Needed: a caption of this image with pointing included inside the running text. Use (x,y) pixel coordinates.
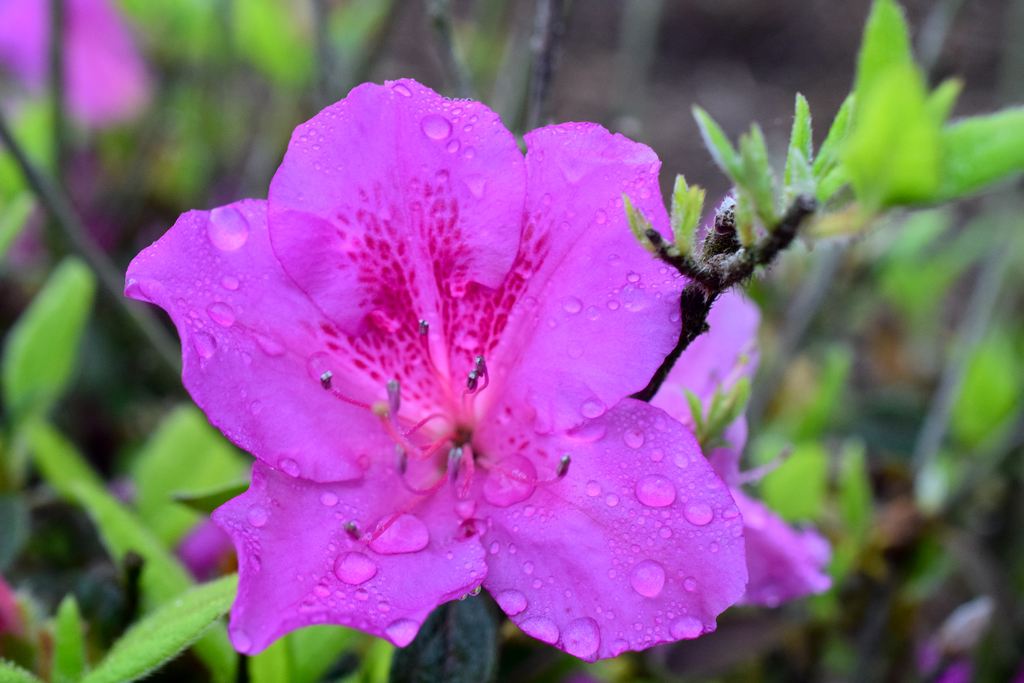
In front of the image there is a flower (360,313) with water droplets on it and there are stems (703,264) and leaves (747,223), behind the flower (299,397) there are leaves (152,544), flowers (88,114) and stems (718,253).
